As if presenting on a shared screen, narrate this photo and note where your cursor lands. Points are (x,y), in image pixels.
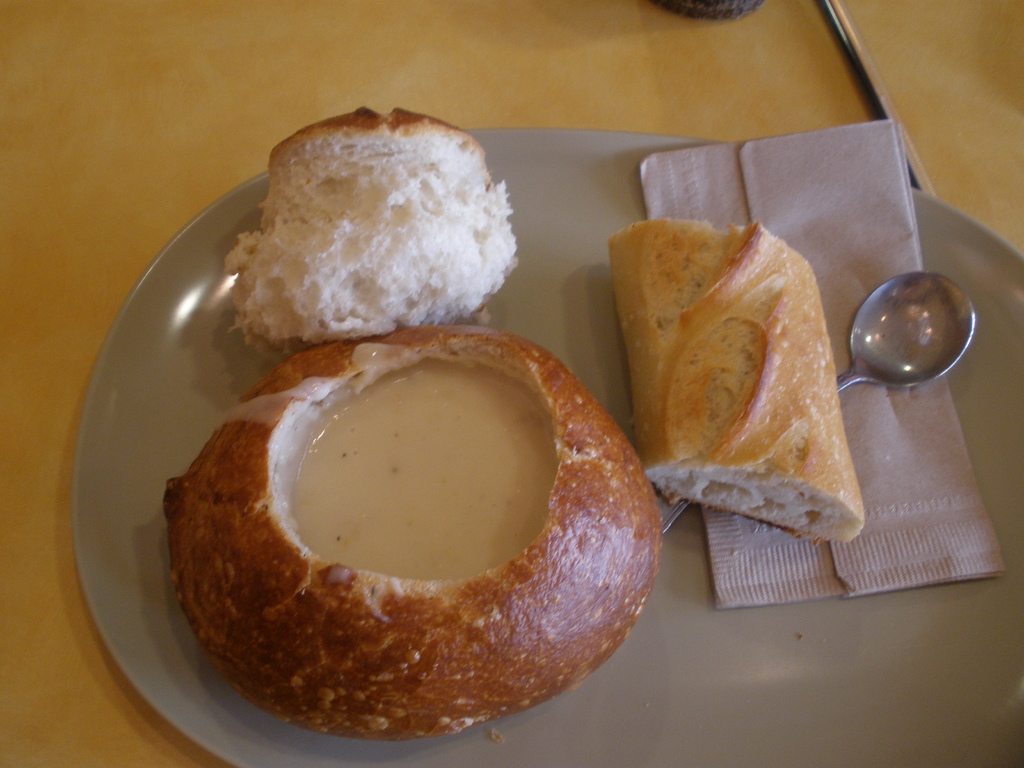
In the center of the image (469,322) we can see food (628,453), tissue (834,263) and spoon (879,331) in plate (560,280) placed on the table (53,441).
